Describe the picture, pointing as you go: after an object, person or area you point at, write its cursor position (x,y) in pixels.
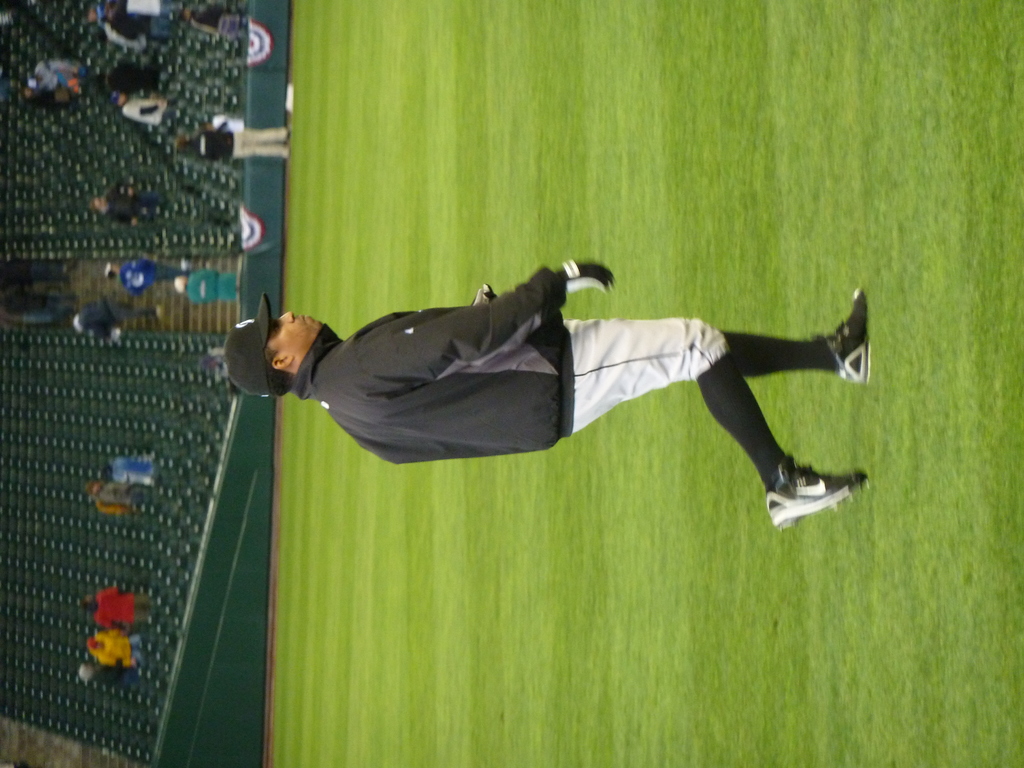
In this image we can see a person (451,328) walking on the ground (644,453) and on the left side of the image (150,508) we can see some chairs (124,700) and it looks like a stadium (185,665) and there are some people (116,471).
